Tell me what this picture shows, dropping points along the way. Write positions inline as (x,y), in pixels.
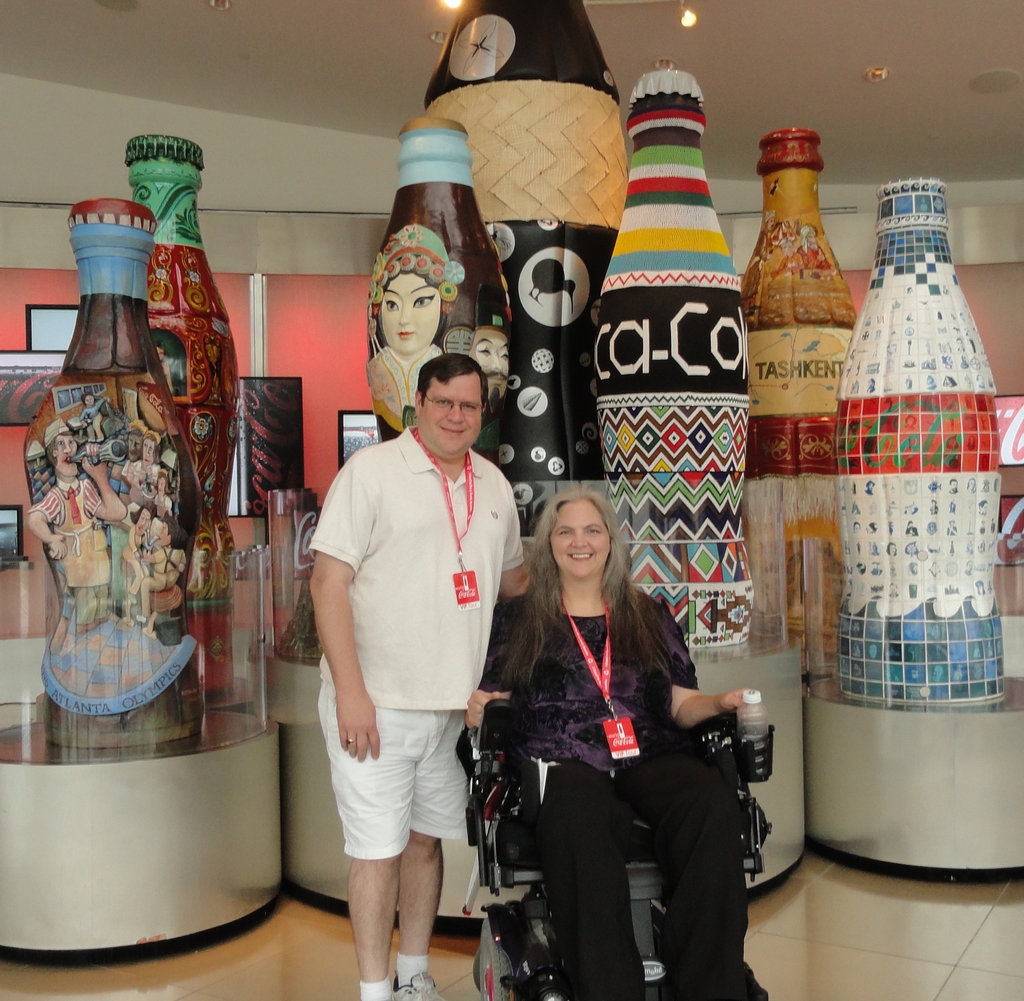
In this picture we can see two people (330,601) behind them there are some bottles (667,212).
